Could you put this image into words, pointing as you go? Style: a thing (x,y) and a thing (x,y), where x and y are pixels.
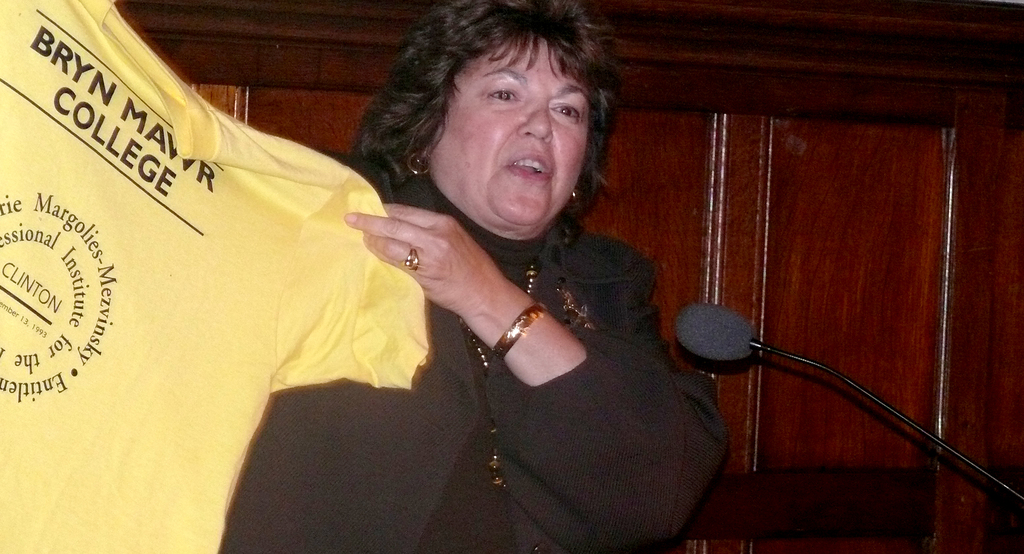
In this image there is a woman (554,370) in the middle (452,347) who is holding the yellow color t-shirt (180,266). In front of her there is a mic (740,350). In the background (968,414) there is a wooden wall (803,214).
